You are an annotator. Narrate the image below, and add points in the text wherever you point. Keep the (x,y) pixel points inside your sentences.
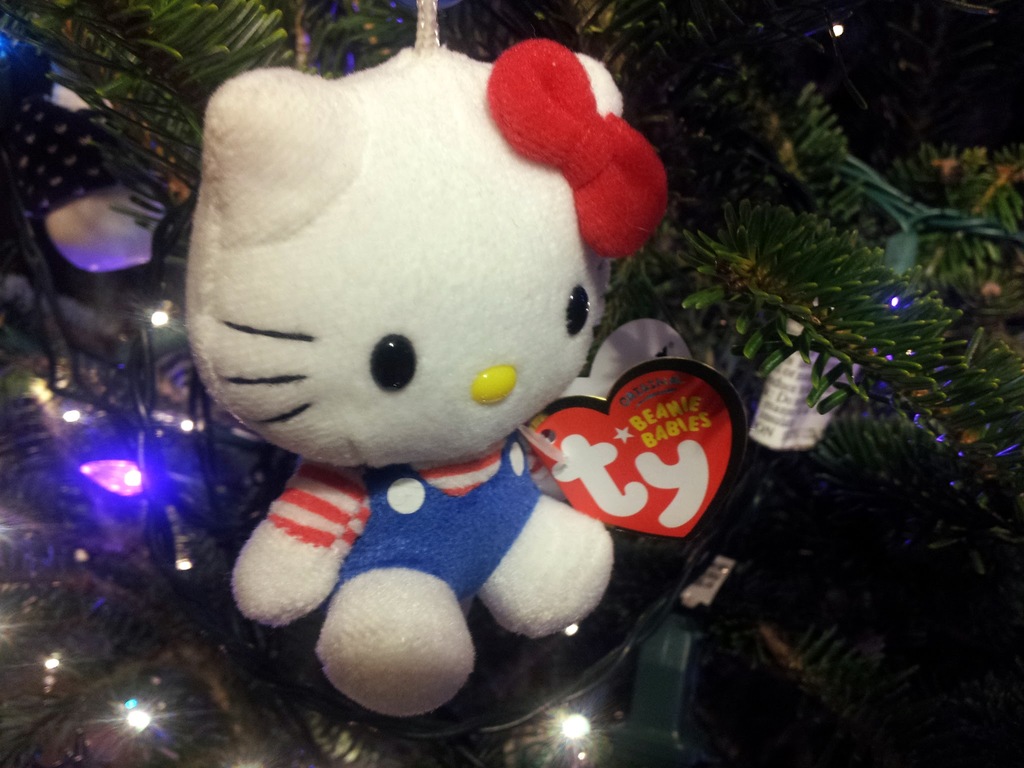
In this picture we can see an xmas tree (707,123) with decor lights (130,476) and a doll (469,300).
